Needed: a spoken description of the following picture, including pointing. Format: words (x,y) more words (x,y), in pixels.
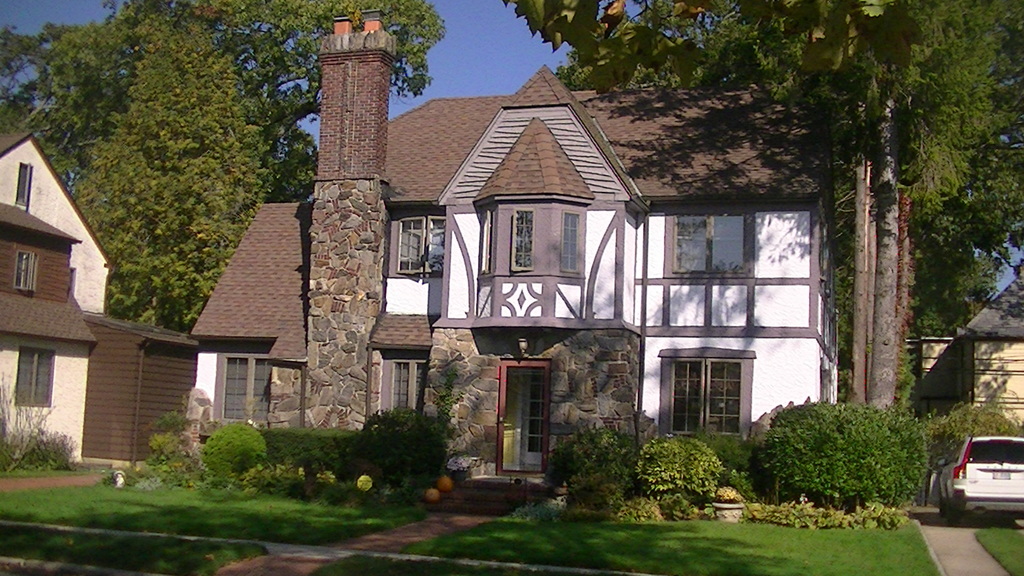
In this image there are houses (40,406). There are trees (878,211) and grass (705,563). On the right side (960,503), we can see the car (974,470) is parked. There is a sky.
